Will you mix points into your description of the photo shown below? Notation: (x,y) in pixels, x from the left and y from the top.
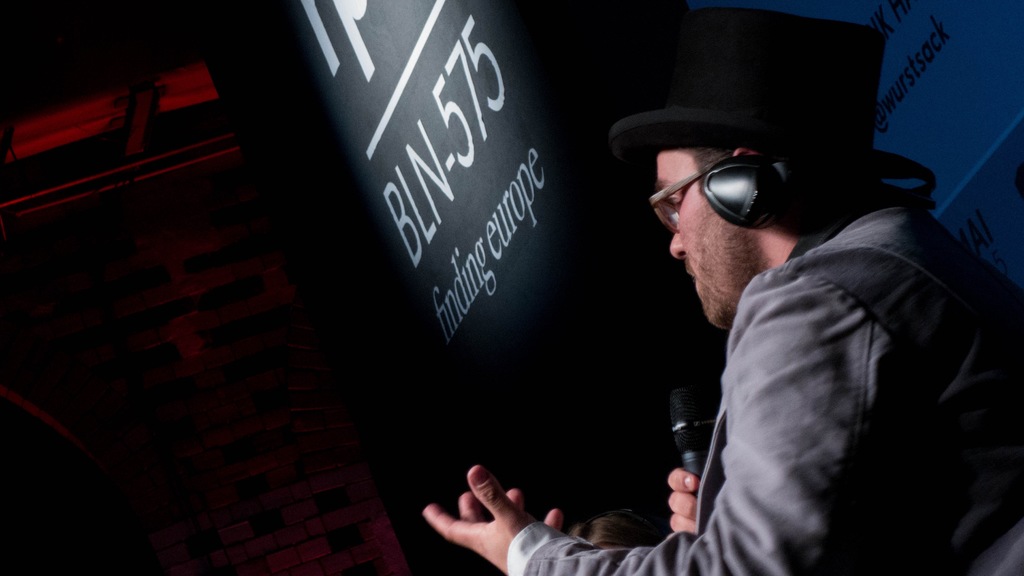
In this image we can see a person (876,351) wearing headphones (757,194) and a hat (774,116) is holding a microphone (690,448) in his hand (676,473). In the background (511,211), we can see the head (620,542) of a person (602,535), banner (499,240) with some text (496,100) and some poles (116,171).
